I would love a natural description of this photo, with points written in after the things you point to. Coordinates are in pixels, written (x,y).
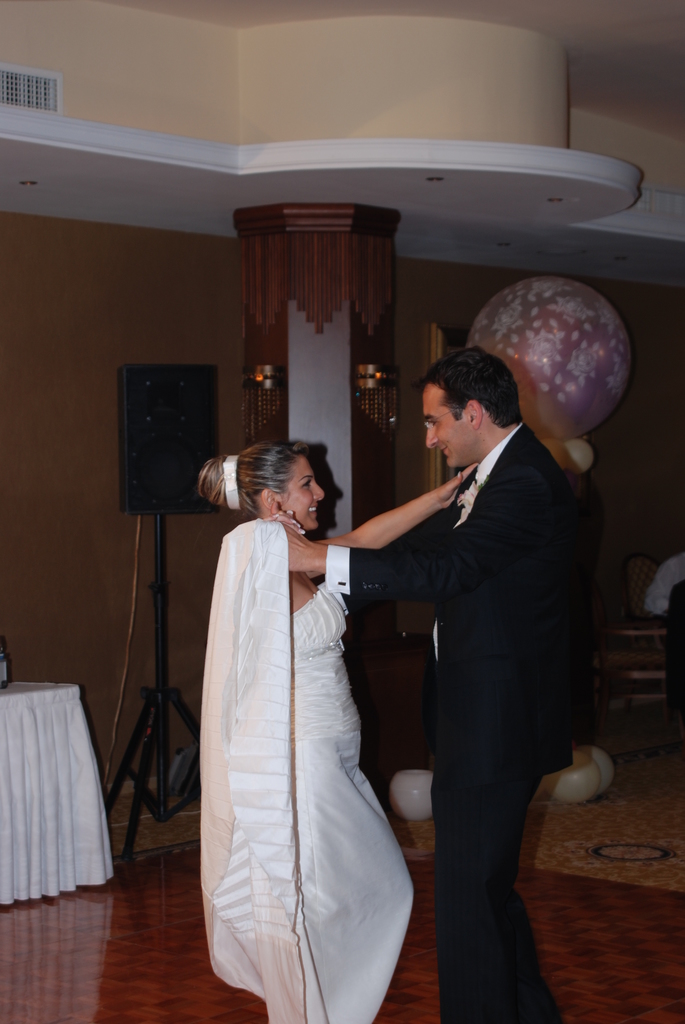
In this image in front (508,521) there are two persons (306,564) wearing a smile on their faces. At the bottom of the image (83,961) there is a floor (88,956). On the left side of the image (17,698) there is a table (72,695). On top of it there is some object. In the background of the image (515,340) there are balloons (515,340). There is a wall (134,345) and there are a few objects (319,243).
